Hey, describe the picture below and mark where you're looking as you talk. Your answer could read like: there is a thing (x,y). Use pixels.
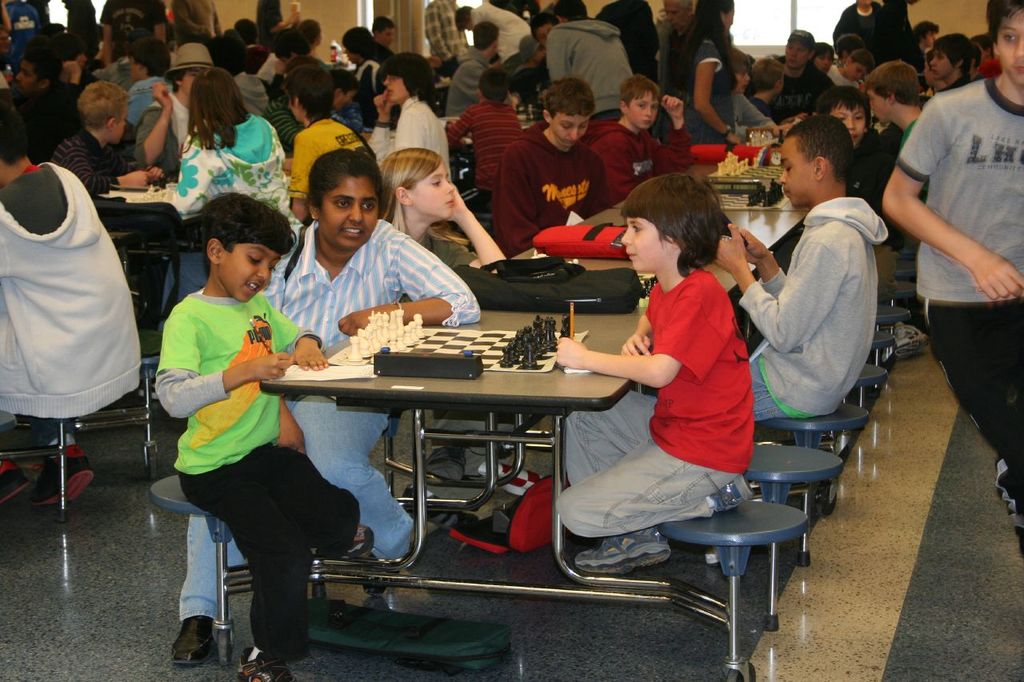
This picture describes about group of people (428,246) few are seated on the chair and few are standing in front of seated people (582,414) we can see chess board (497,334) and bags (545,233) on the table (512,330).
